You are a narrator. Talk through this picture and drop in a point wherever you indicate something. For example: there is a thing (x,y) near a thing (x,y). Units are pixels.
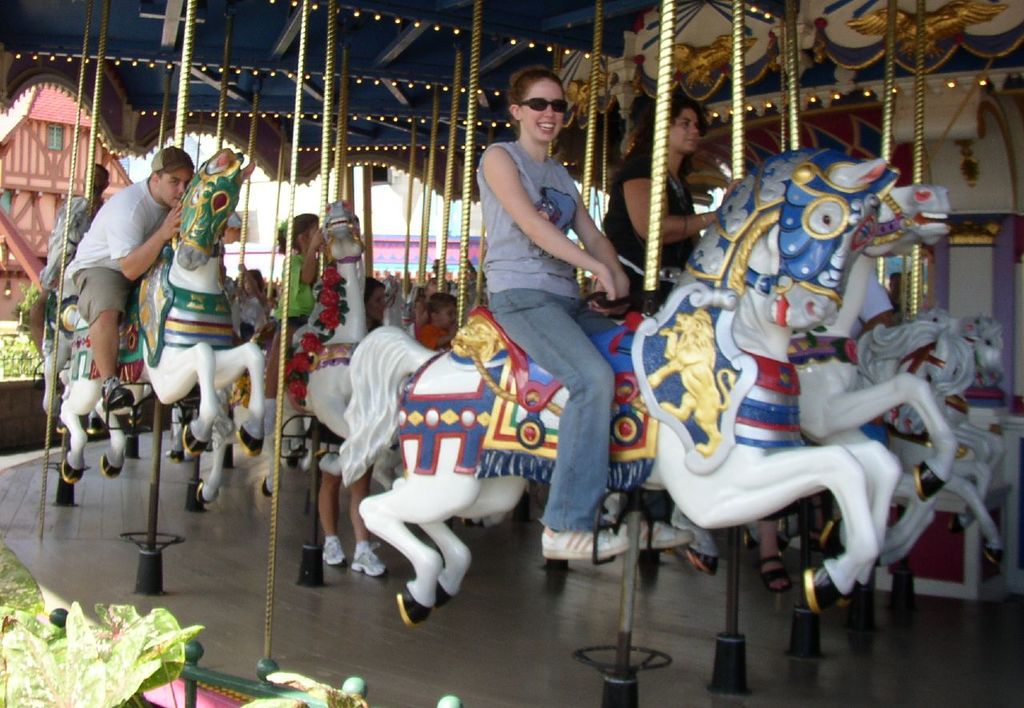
In this image we can see persons (629,251) and children (258,292) playing fun ride (682,361). In the background (17,167) we can see plants (35,634) and buildings (29,160).
